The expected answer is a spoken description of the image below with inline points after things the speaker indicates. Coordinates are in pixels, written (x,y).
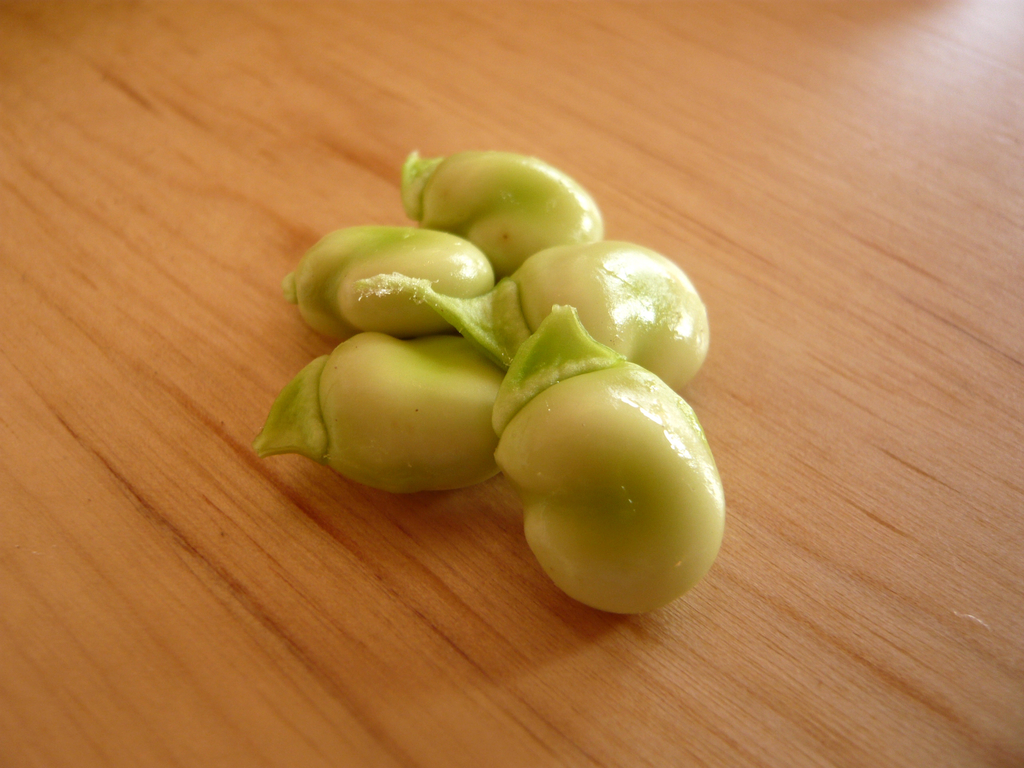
These are the broad beans (617,537), which are light green in color. These beans (566,388) are placed on the wooden table (103,415).
